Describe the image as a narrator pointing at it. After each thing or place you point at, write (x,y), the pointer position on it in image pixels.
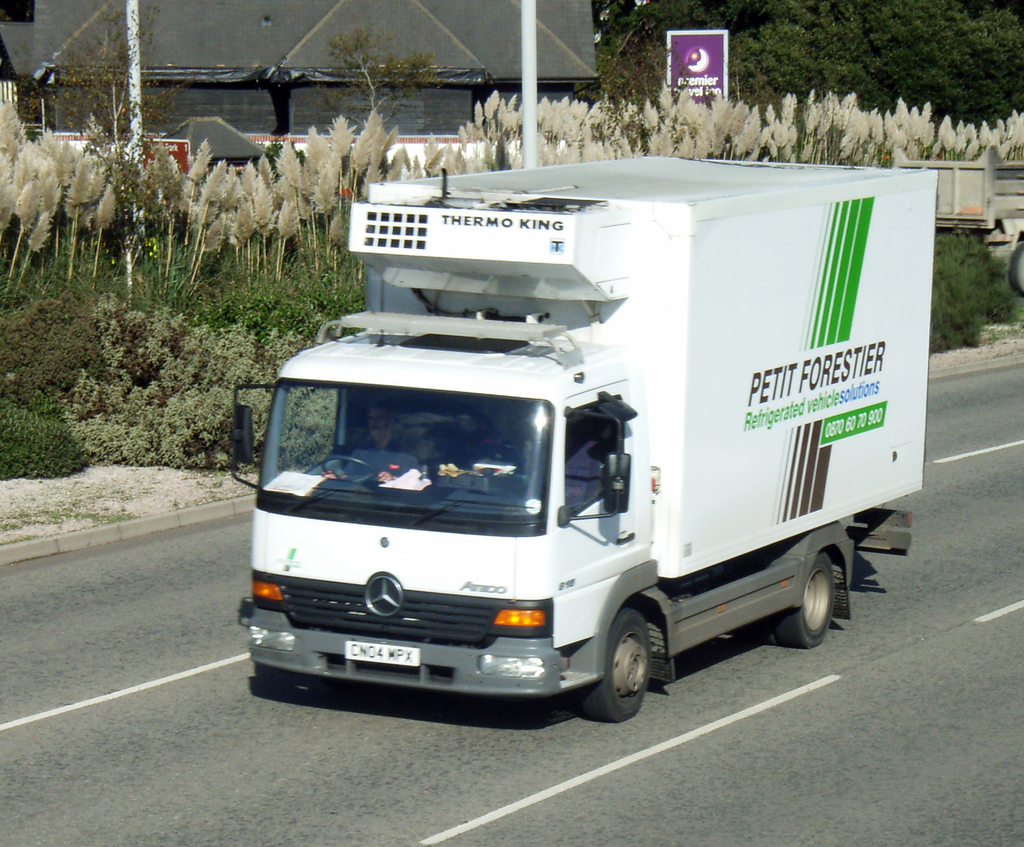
In this image, we can see a van (552,501) on the road (794,743) and there is man (381,438) inside the van (404,415). In the background (404,65), there are trees (742,79), plants (857,120), poles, boards (695,47) and there is a shed (159,51).
